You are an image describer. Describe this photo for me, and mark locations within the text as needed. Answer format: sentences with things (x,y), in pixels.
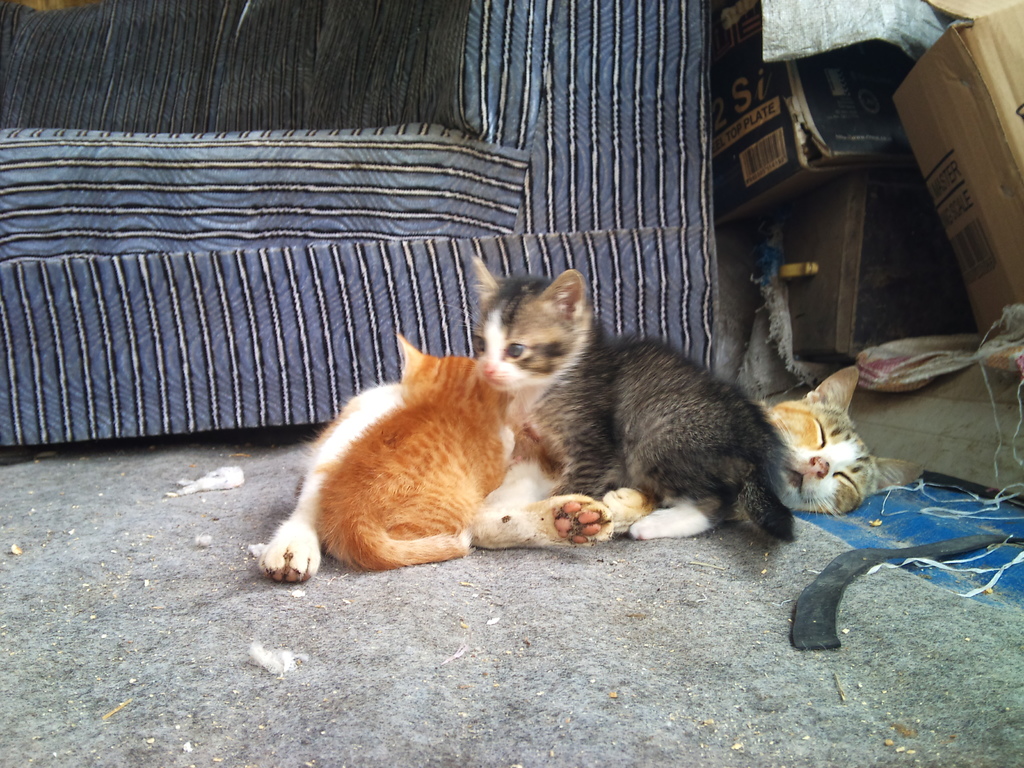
In this image we can see some cats (371,529) lying on the floor (400,623). On the backside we can see some cardboard boxes (877,127) and a sofa (369,374).
